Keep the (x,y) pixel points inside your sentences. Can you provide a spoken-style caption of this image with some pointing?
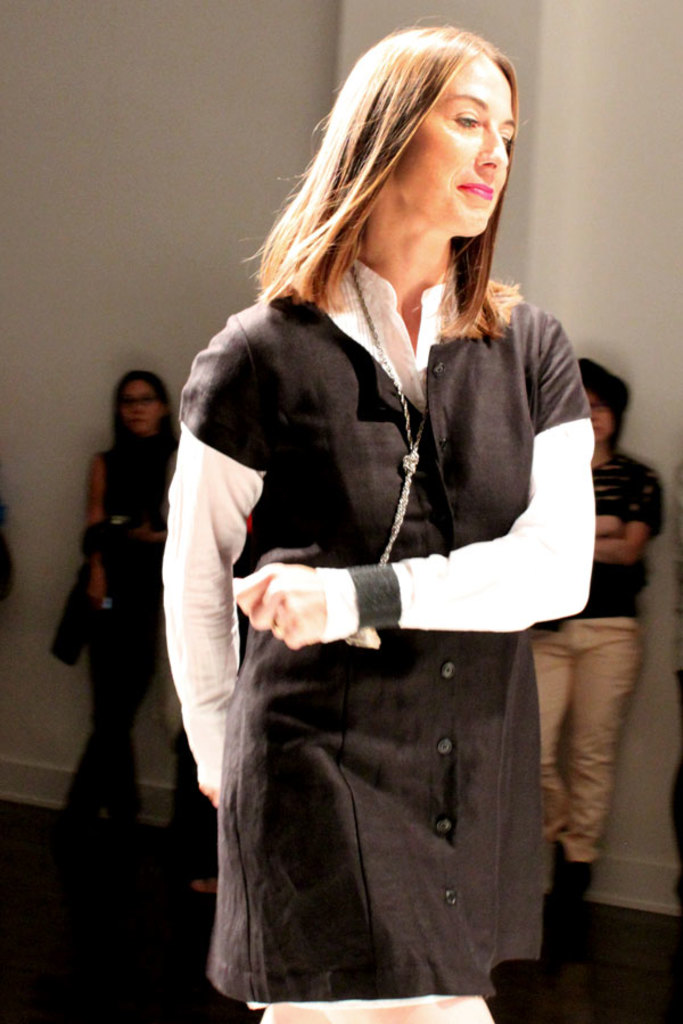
In this picture, we can see a woman (334,612) in the black and white dress (357,559) and behind the women (401,702) there are some people (592,673) are standing and at the background (118,178) there is a wall (178,204).
